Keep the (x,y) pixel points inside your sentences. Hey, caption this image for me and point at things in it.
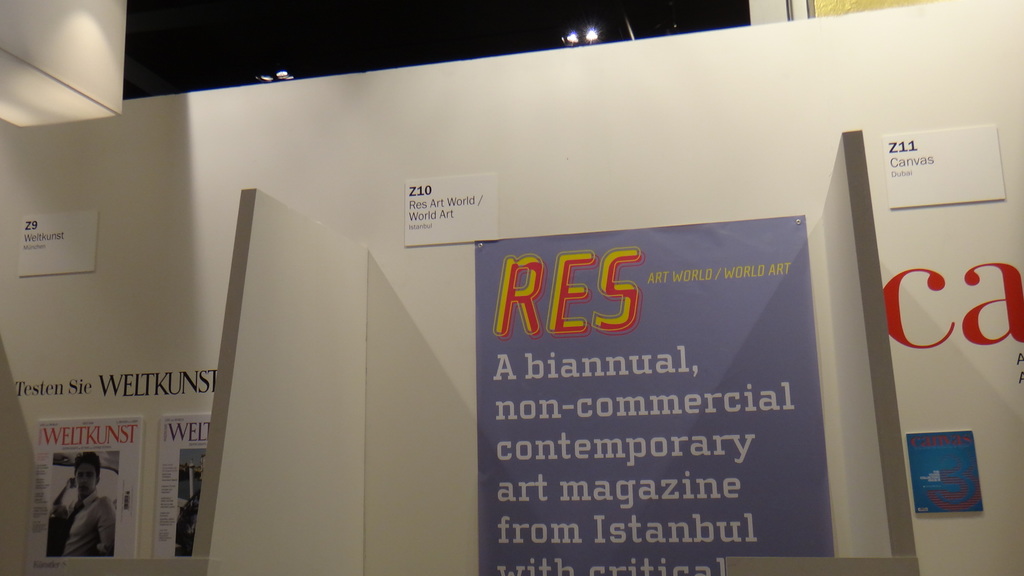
In this picture there is a paper (664,409) which has something written on it is attached to a white color object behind it.
